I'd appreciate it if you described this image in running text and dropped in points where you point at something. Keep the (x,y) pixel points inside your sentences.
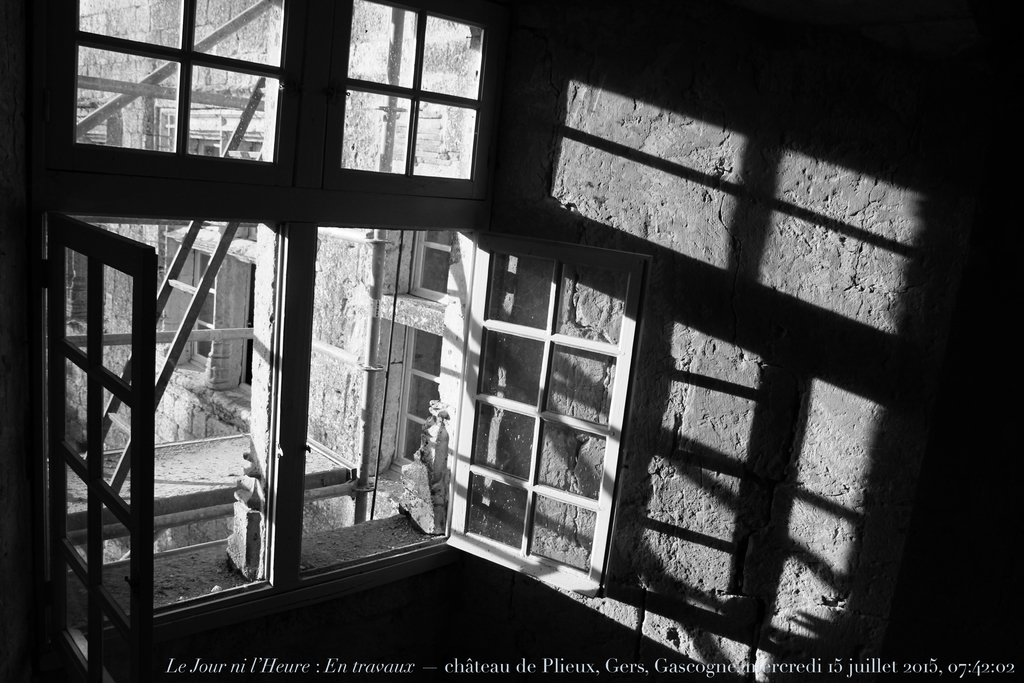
In this picture we can see a wall (632,228) on the right side (755,177), on the left side (281,430) there are windows (553,312), from the windows (535,316) we can see a building (240,422), there is some text (660,664) at the bottom (660,664), it is a black and white image.
